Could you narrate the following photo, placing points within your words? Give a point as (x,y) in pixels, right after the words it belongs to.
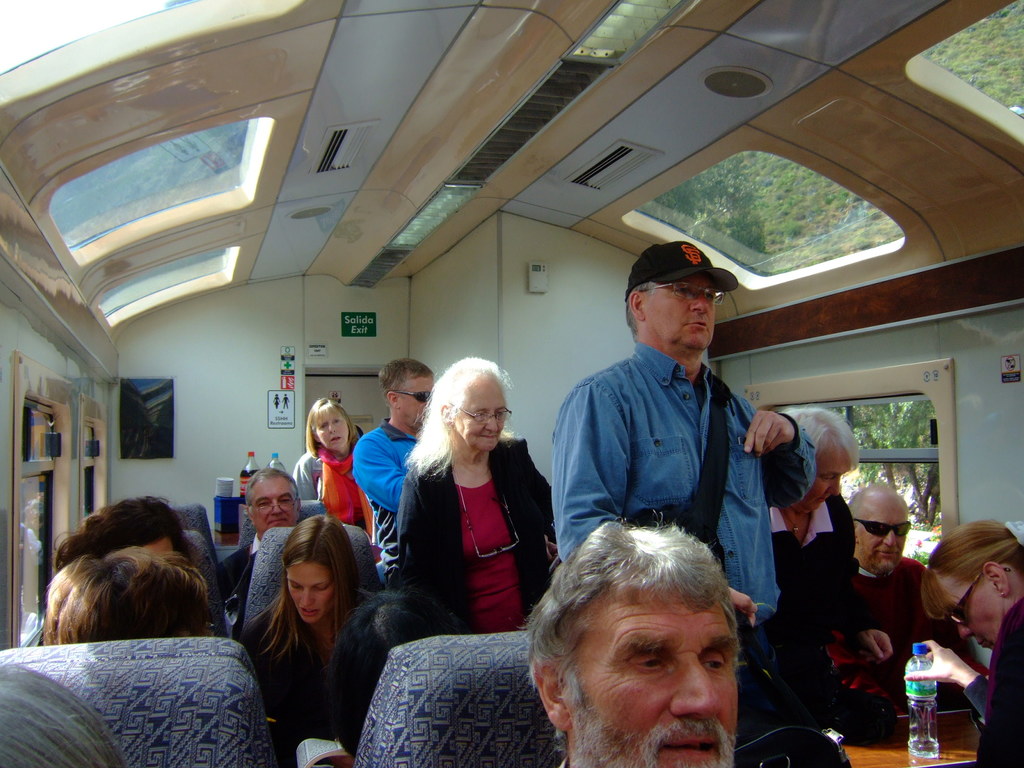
In this image we can see the inside view of a vehicle (913,55). Here we can see few people (978,613) are sitting on the chairs (247,767) and there are few people (411,421) standing. Here we can see windows (225,266), boards (364,319), and other objects (385,264). Through the windows (900,426) we can see greenery (812,205).
